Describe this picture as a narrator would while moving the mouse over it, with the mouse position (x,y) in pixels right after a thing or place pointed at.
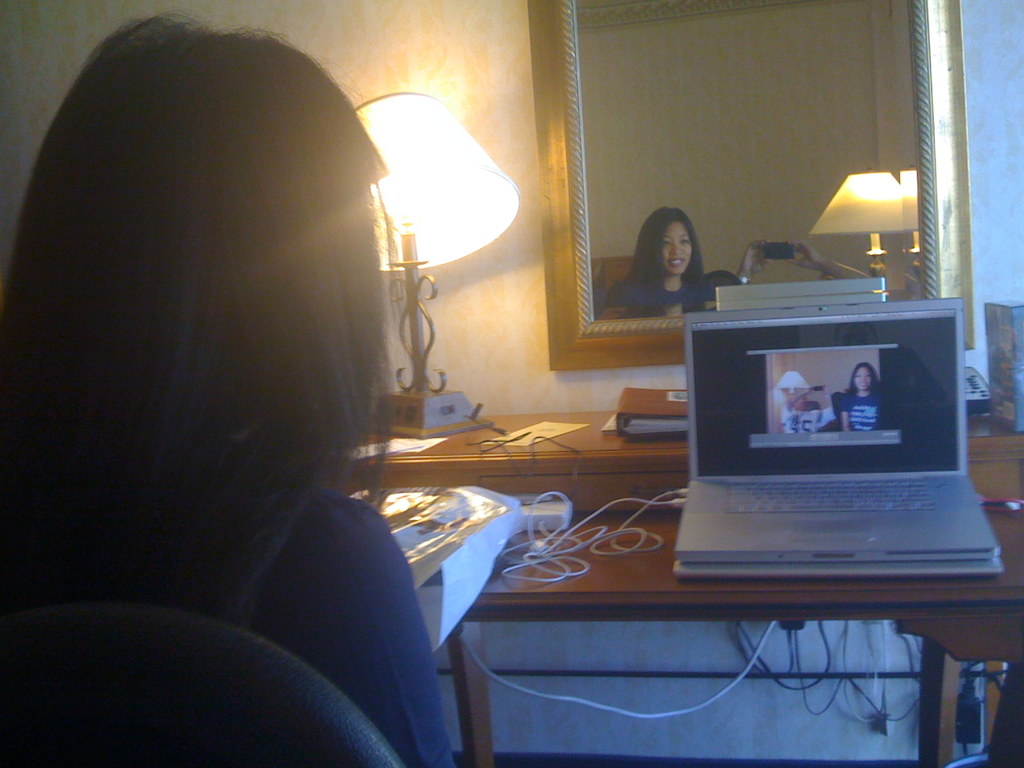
In the image we can see there is a woman (256,431) who is sitting on chair (333,708) and she is looking into the laptop (852,477) which is on table (677,580) and in the mirror (759,185) we can see the face (671,268) of the woman (679,312).
